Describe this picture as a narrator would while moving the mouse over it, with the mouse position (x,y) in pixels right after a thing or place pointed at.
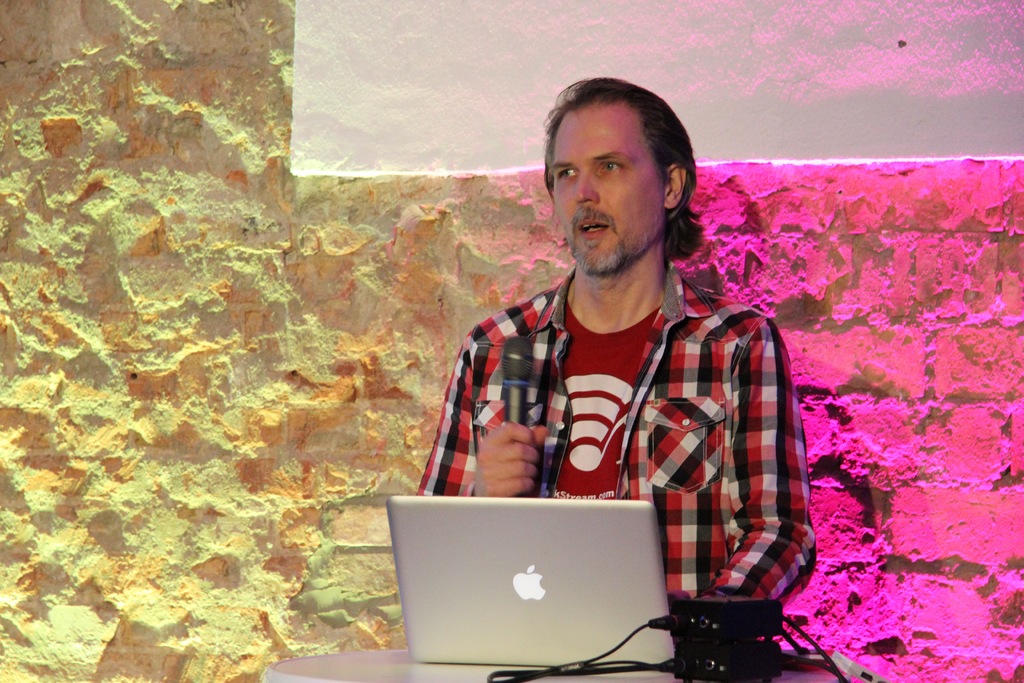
In this image in the center (582,247) there is one person (632,416) who is holding a mike (520,356) and talking. In front of him there is a table (793,673), on the table (659,673) there is a laptop (651,607) and some boxes (719,647) and in the background (221,289) there is a wall (835,296) and some lights (891,282).
